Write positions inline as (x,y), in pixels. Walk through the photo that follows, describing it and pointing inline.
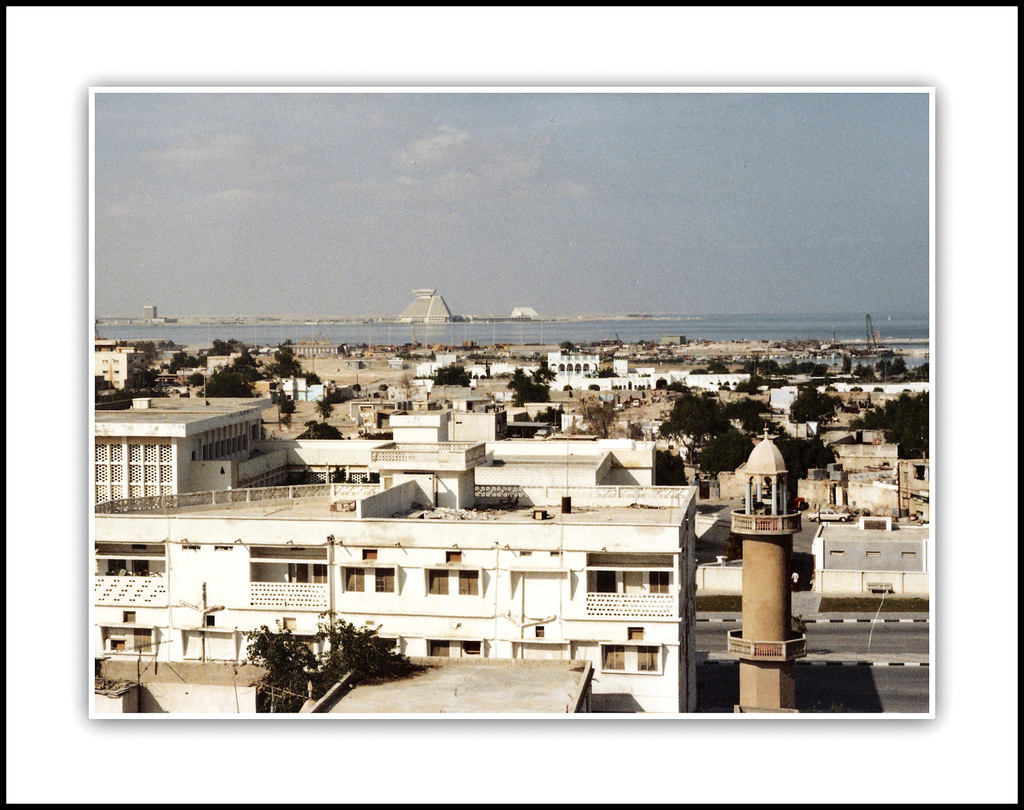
In this given picture, I can see few buildings (522,488) which includes mosque (750,503) and few trees (549,396) and a ocean (360,335) and electrical pole (205,614) which includes street lights (523,633).
